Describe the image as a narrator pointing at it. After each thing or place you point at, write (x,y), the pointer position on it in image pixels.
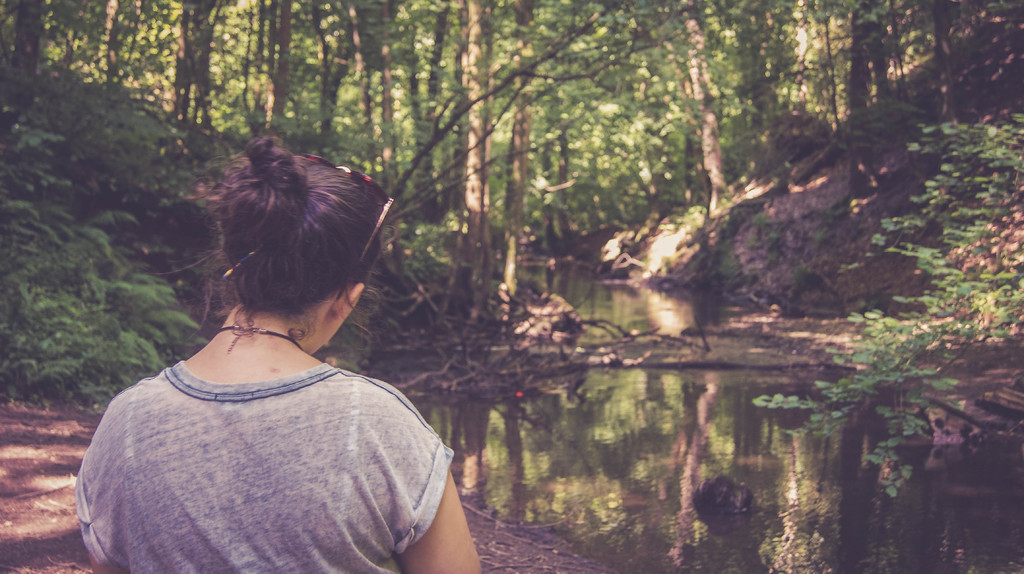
In this picture there is a lady (367,504) on the left side of the image (233,328) and there is water (802,389) at the bottom side of the image (612,402), there are trees (535,197) in the background area of the image (615,221).
